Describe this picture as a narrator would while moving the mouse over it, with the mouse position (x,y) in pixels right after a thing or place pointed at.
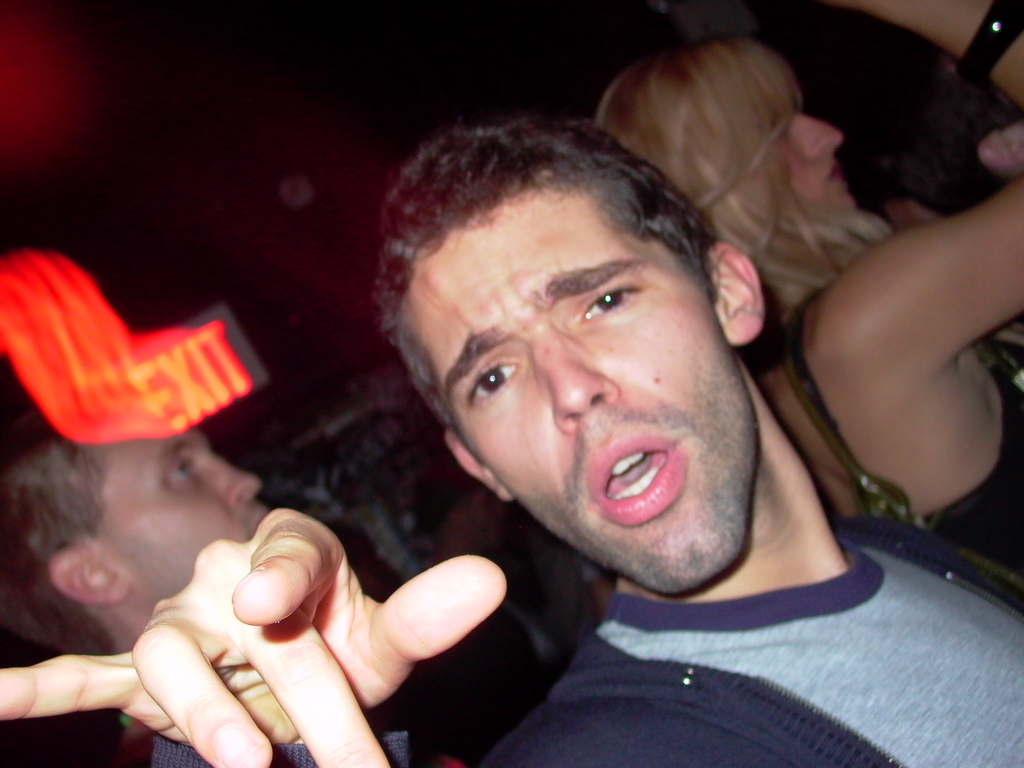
In this picture we can see three people (529,502) and in the background (292,409) it is dark.
